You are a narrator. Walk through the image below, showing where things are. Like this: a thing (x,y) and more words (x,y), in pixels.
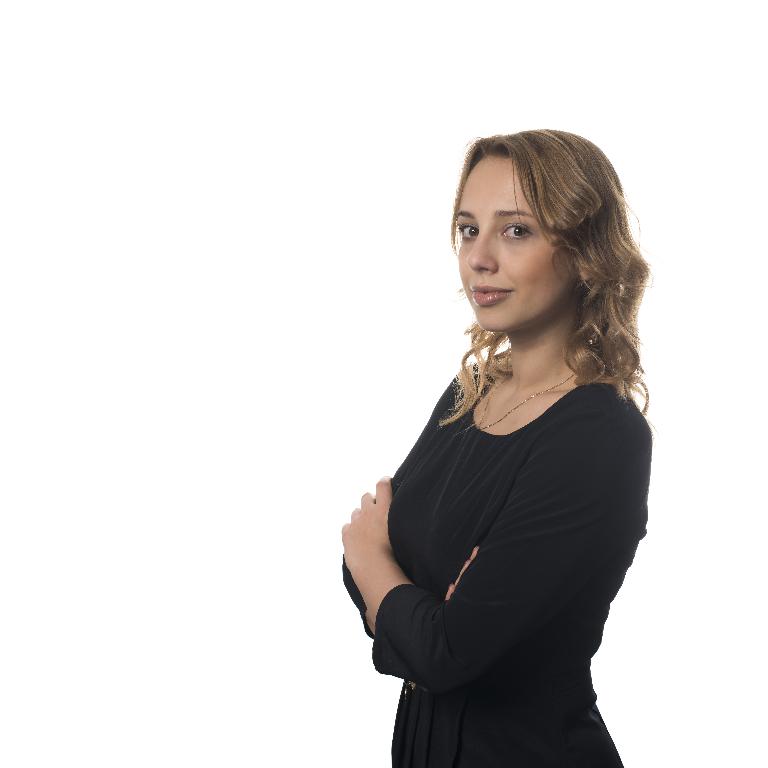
In this image in the center (510,450) there is one woman (506,461) who is standing.
